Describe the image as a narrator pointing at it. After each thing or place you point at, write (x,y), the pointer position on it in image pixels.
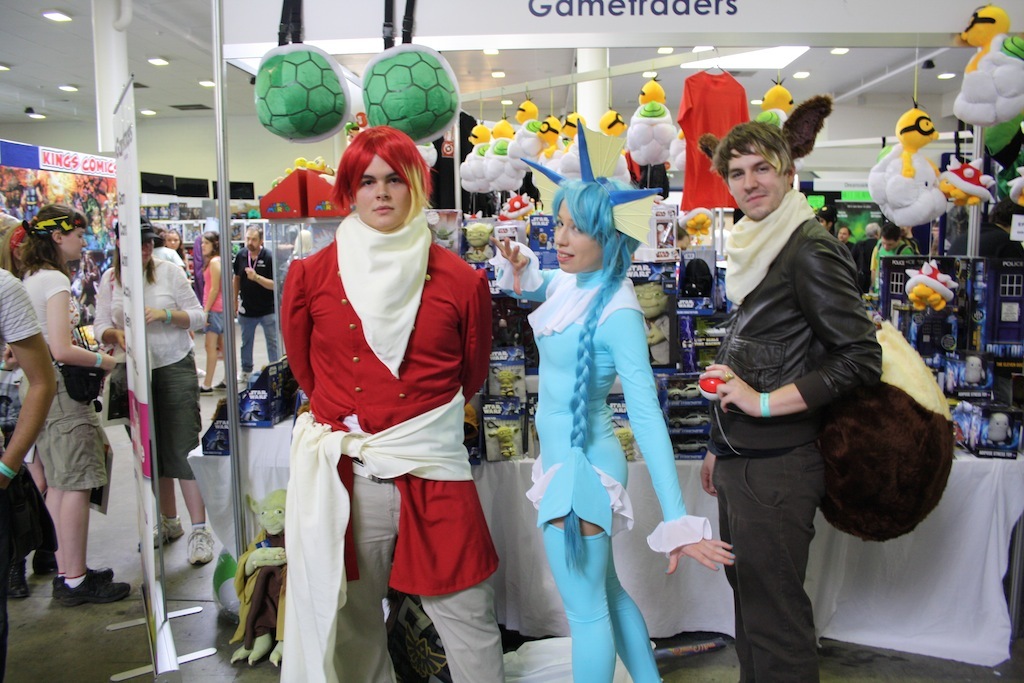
In this image in the foreground (413,315) there are three persons (553,303) who are standing and they are wearing some costumes (574,438), and in the background (938,293) there are a group of people (34,394) who are walking and there are some toys (635,124) which are hanging. And in the background (957,289) there are some baskets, packets (951,339) and toys (217,581), at the top (464,81) there is ceiling (71,77) and some lights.
